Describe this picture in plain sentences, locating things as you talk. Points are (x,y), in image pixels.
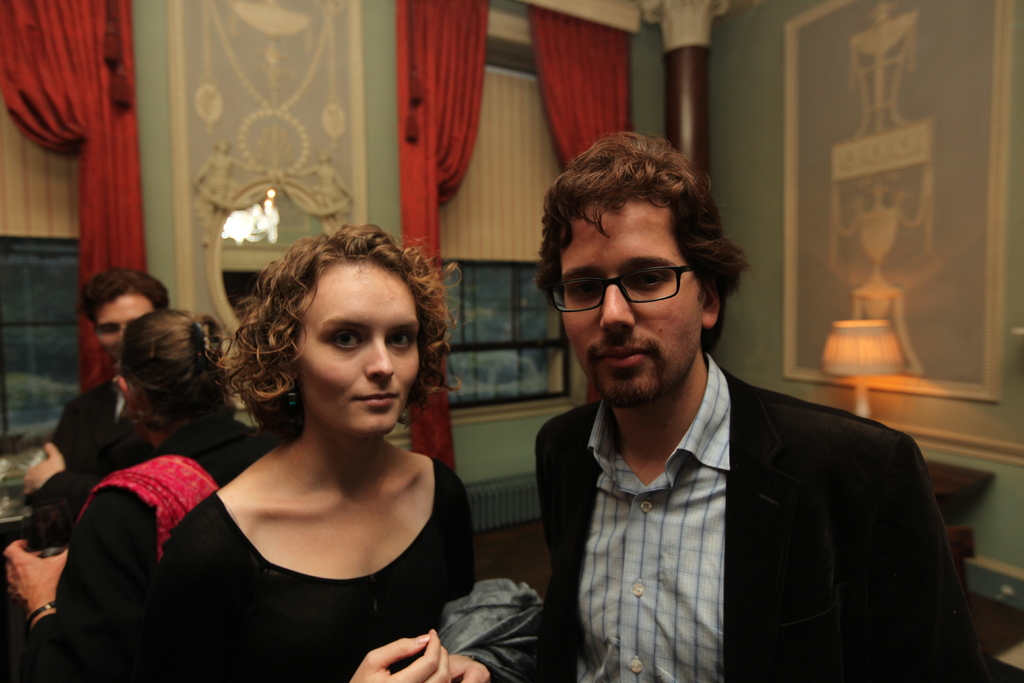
In this image I can see the group of people (276,568). I can see one person (581,316) with the specs (592,300). In the background (529,399) I can see the boards (296,158) and the windows (492,310) to the wall (380,174). I can see the maroon color curtains (400,197) to the windows (481,318).
